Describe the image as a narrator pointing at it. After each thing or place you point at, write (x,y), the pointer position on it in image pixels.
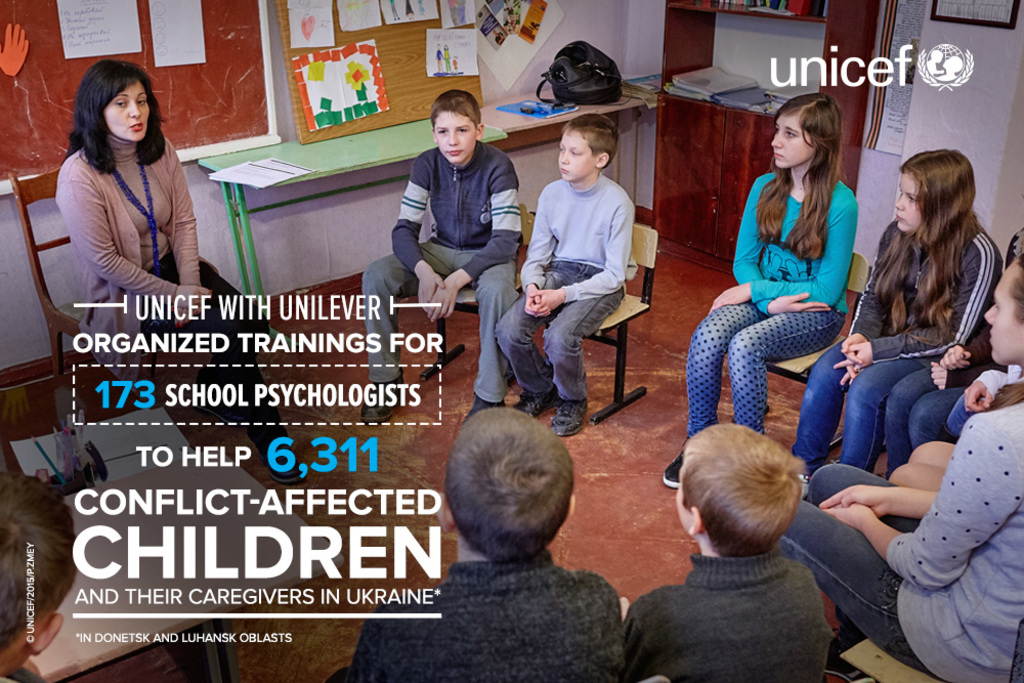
In this picture I see few children (622,206) and a woman (103,141) who are sitting on chairs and I see few tables (373,150) on which there are few things (174,436). In the background (29,157) I see the boards (240,27) on which there are papers (318,22) and on the right side of this image (712,171) I see a rack (758,78) on which there are few things (807,7) too and I see the watermark (794,78) on the right (773,71) and on the left (262,420).
